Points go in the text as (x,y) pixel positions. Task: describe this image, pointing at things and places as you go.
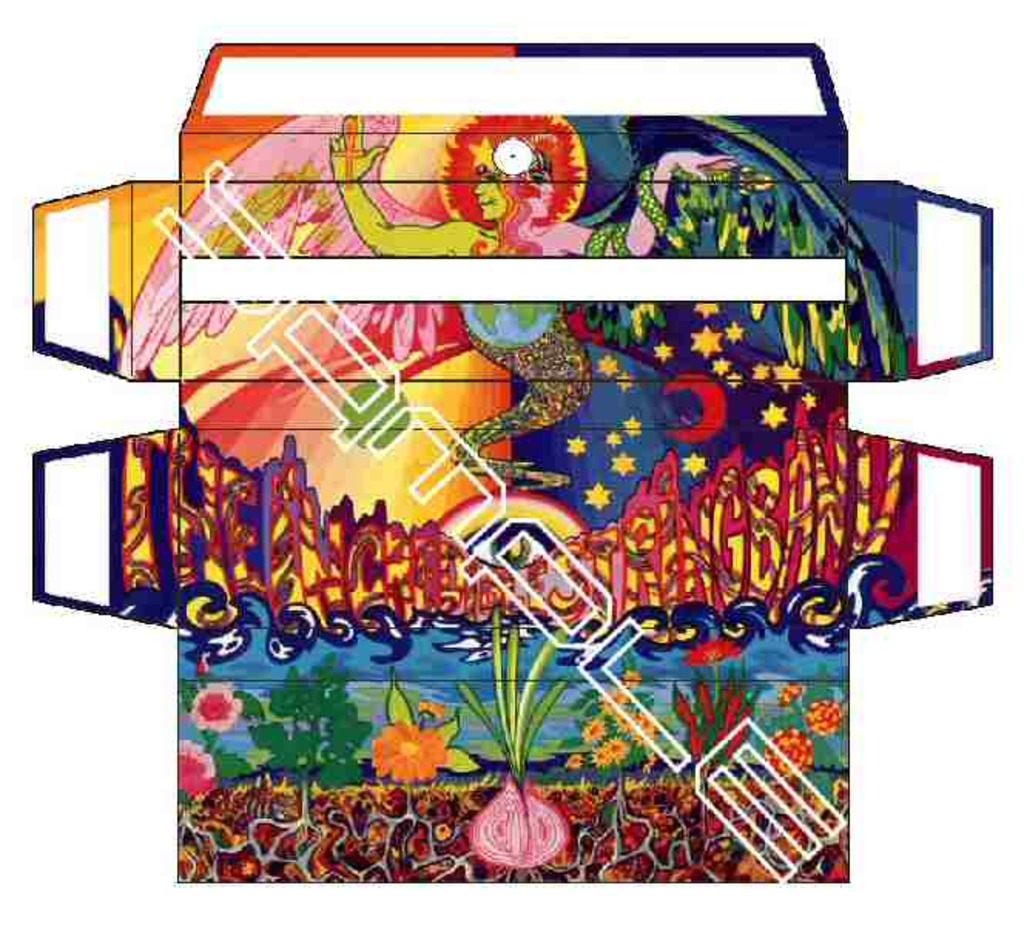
In this image I can see a board (272,309), on the board (570,533) I can see few flowers (391,750) in pink, orange and red color. I can also see an onion (532,814) and I can see few stars (614,466) and a moon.
